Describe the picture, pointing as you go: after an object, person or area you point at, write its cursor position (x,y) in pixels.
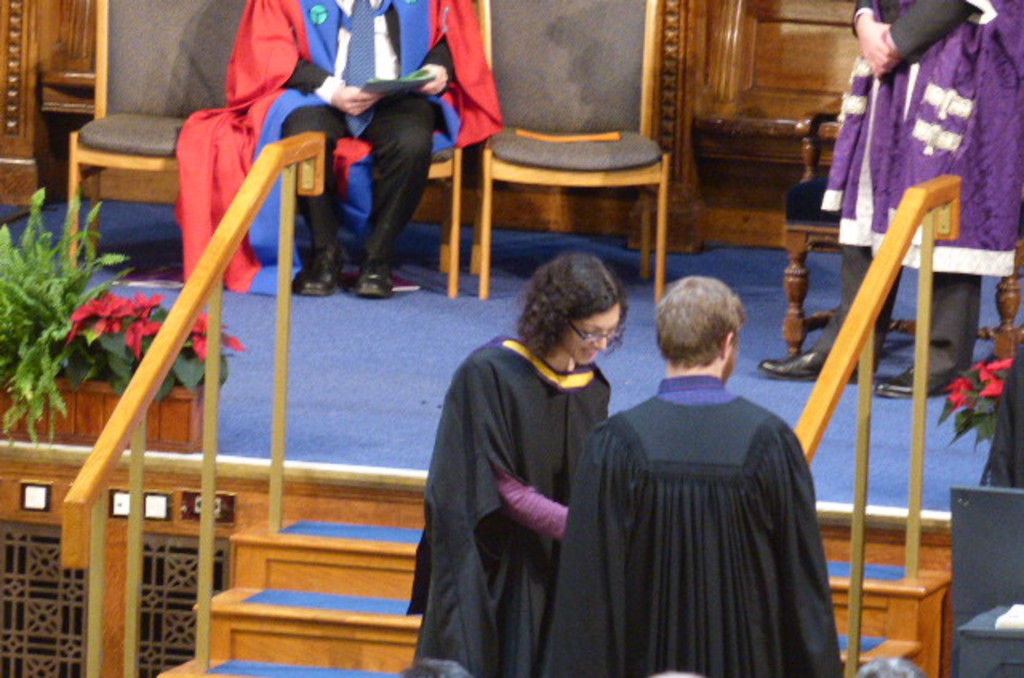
As we can see in the image there are stairs (324,586), plants (54,330), flowers (986,393), few people (759,466) here and there and chairs (615,77).
